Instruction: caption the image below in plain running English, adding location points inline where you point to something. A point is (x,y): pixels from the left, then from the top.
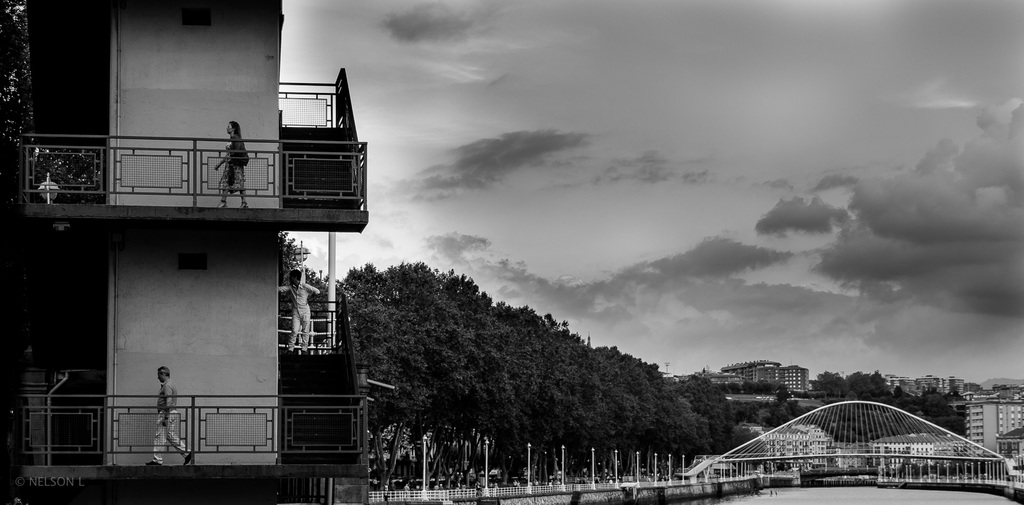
It is a black and white image. In this image on the left side (206,411) there is a building (129,184) and people (238,124) are walking in the building (229,109). At the bottom right of the image (924,497) there is water (839,488) and we can see a bridge (743,453). Beside the bridge (701,467) there are lights (638,455) and a metal fence (460,491). In the background of the image (728,385) there are trees (905,391), buildings (988,389) and sky (861,181).
